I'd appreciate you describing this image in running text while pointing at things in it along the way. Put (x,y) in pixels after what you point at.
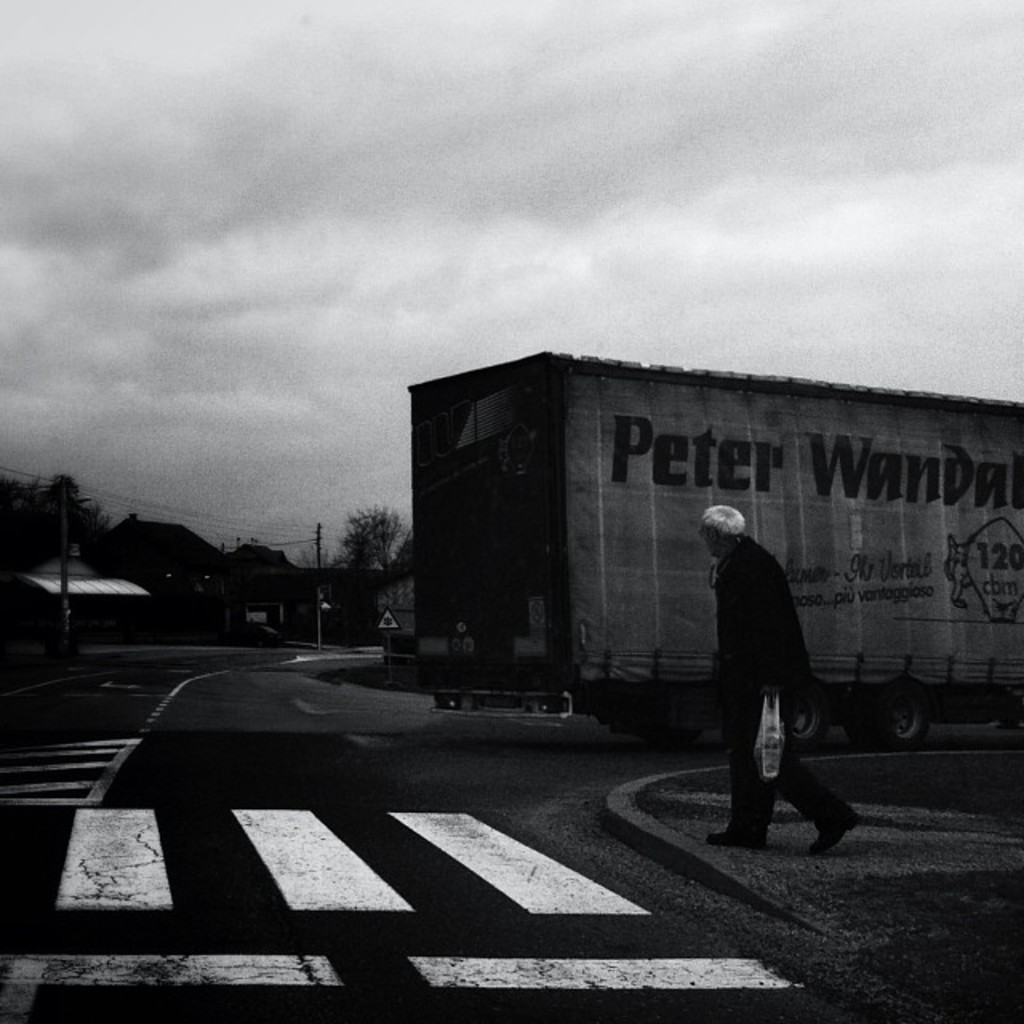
This is a black and white image, in this image on the right side (785,646) there is one person (784,679) who is holding some cover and walking. In the background (507,522) there is a vehicle (481,648), houses (347,582), trees (354,547), poles (64,578) and some wires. At the bottom (379,851) there is a road (177,693) and at the top of the image (474,230) there is sky (328,316).
